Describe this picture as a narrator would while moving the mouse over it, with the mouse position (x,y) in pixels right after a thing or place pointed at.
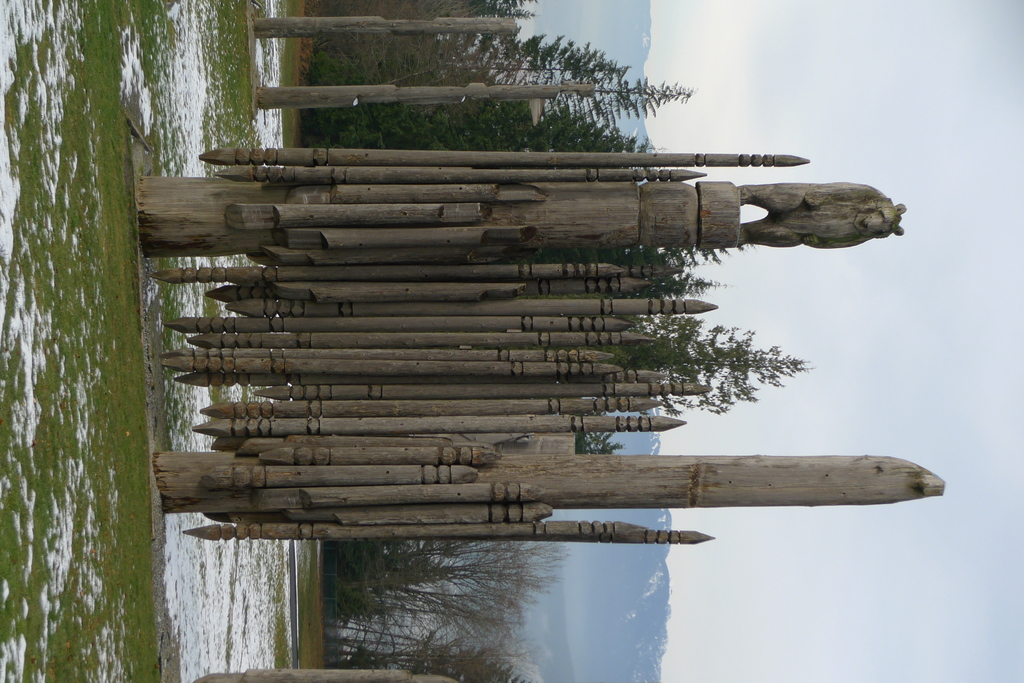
In the center of the picture (398,244) there is a wooden sculpture (453,349). On the left (179,572) there are grass (85,99) and snow (190,622). In the bottom (221,624) there is snow (228,624). In the center of the background (456,68) there are trees (453,551) and mountains (557,618). Towards right (828,645) it is sky (879,392), sky (814,644) is cloudy.
